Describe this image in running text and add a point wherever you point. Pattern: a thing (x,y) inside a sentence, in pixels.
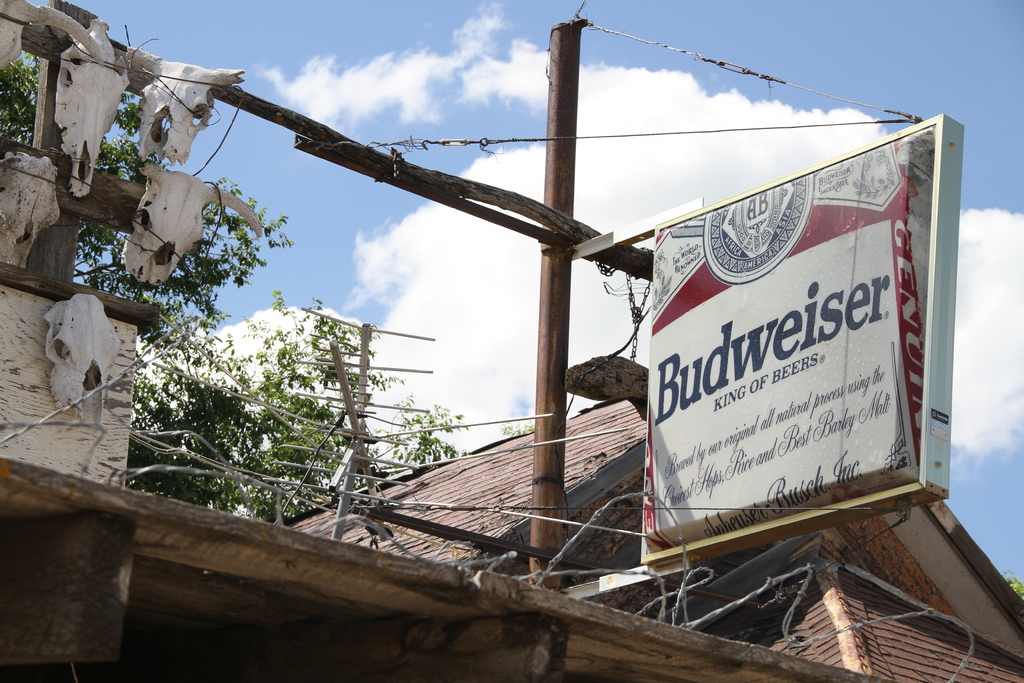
In this image in front there is a building (927,516). There is a board (732,377). In the background of the image (517,386) there are trees (185,418) and sky (353,271).
